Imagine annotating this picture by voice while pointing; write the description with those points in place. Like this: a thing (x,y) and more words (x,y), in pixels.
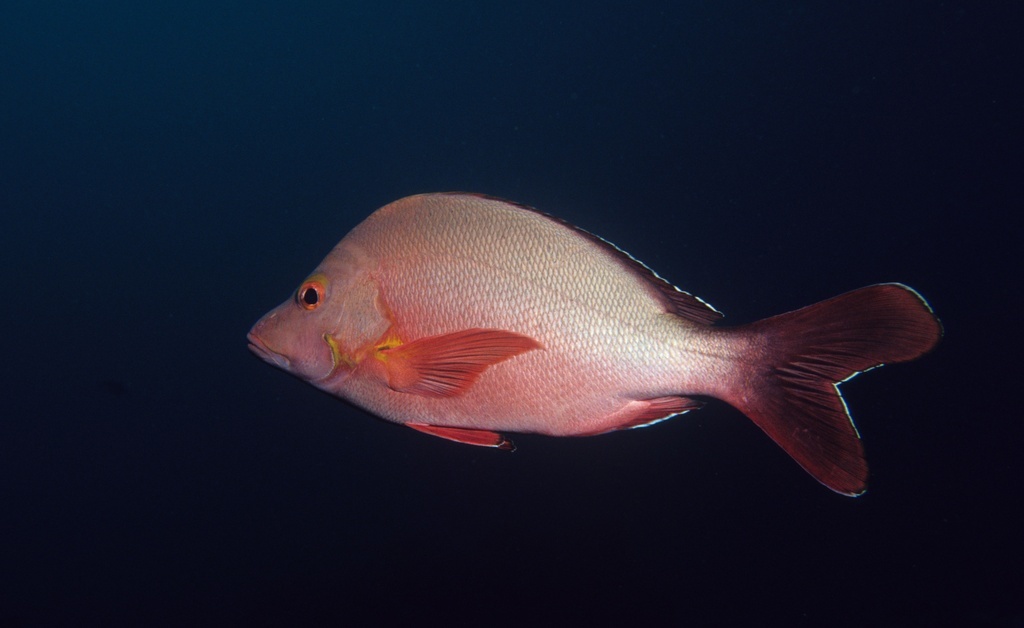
In this image in the center (409,319) there is a fish (510,336), and there is a blue background (140,155).
